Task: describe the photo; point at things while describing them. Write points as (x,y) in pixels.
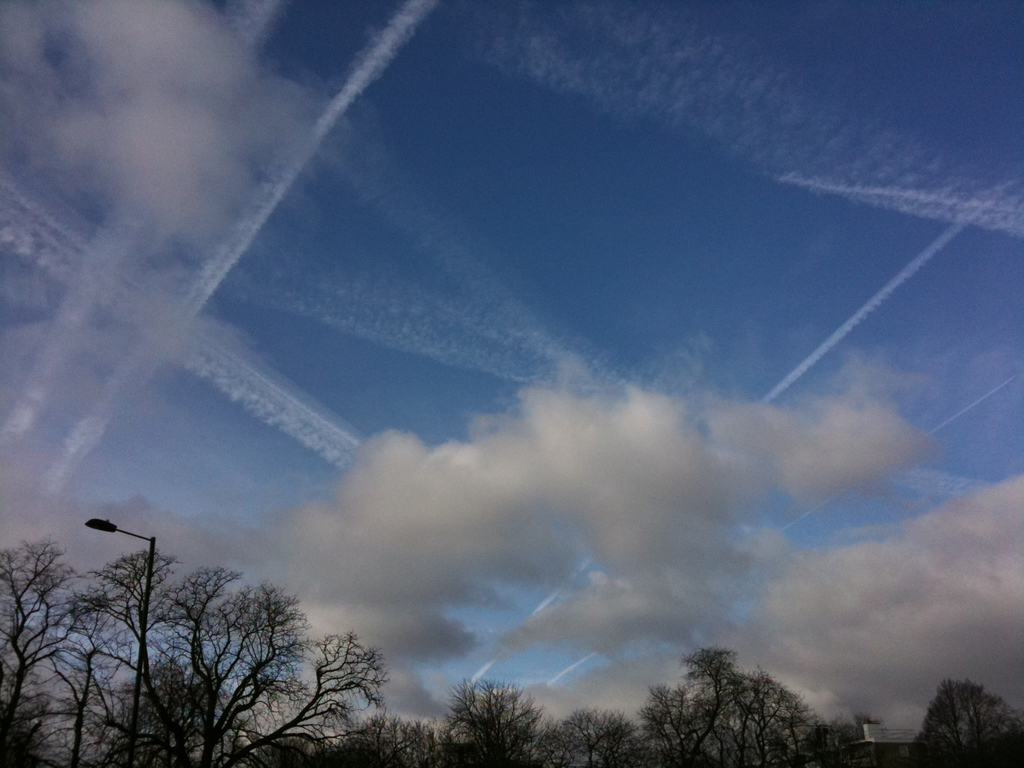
In this image I can see the many trees (170,745) and the light pole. In the background (518,418) I can see the clouds (377,532) and the blue sky (535,277).
